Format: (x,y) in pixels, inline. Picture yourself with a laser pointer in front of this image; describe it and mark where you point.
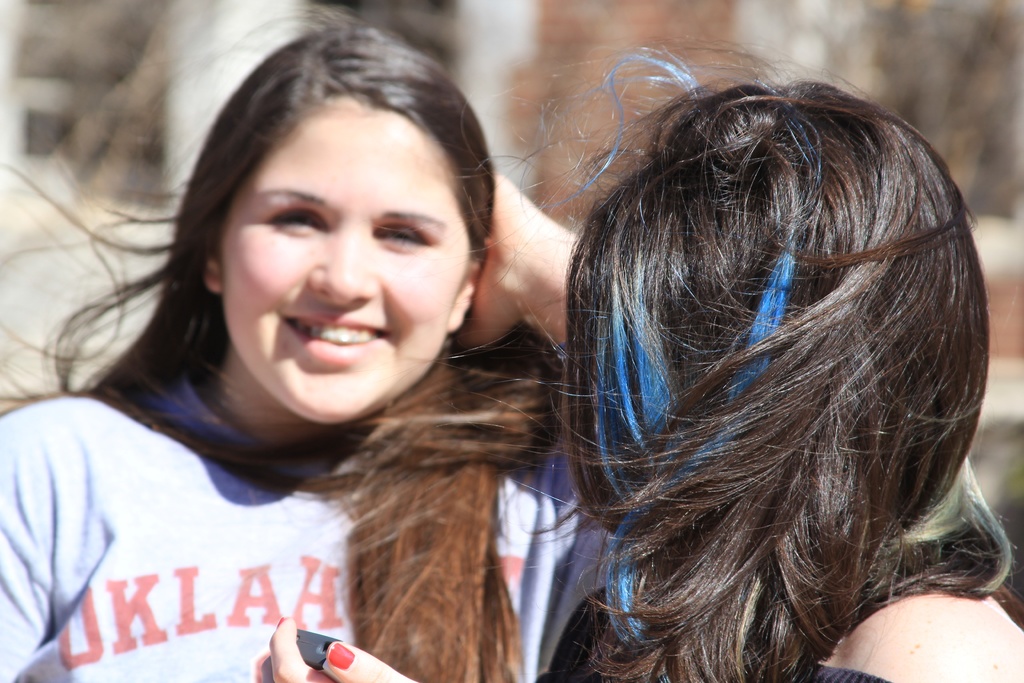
In this image we can see one woman (384,614) with white T-shirt (227,596), smiling, one woman (641,503) in black dress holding a cell phone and the background (1014,97) is blurred.
